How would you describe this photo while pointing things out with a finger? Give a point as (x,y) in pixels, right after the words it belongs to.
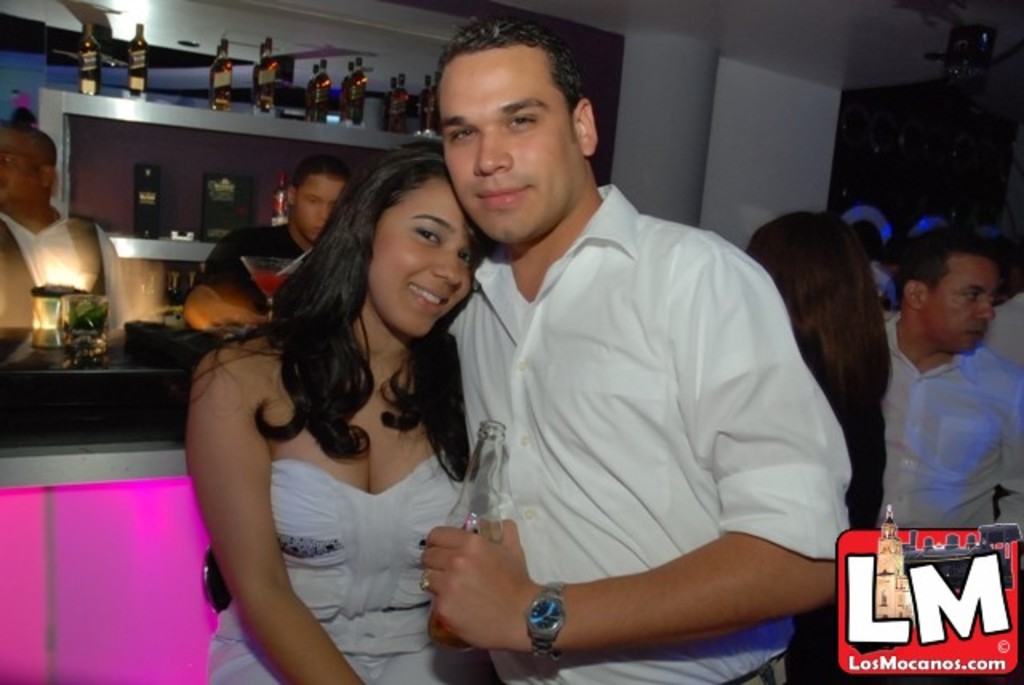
In the foreground of this image (423,616), there is a couple (487,587) in white dress (402,597) standing and hugging and having smile (442,299) on their faces (464,291). In the background (791,247), there are persons (76,252) standing, a light (47,315) and a glass (92,344) on the desk (111,359), bottles (360,101) in the shelf (236,111) and the wall (718,79).
